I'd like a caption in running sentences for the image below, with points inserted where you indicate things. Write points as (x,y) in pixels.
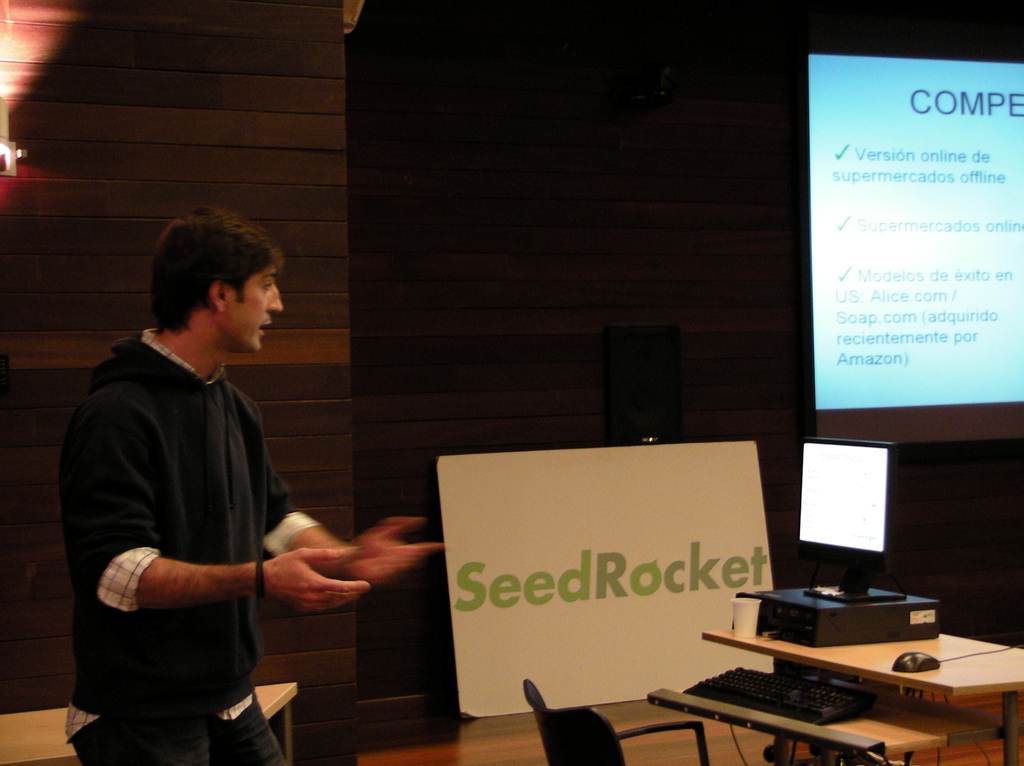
In this image, we can see a person (207,599) is standing. Background (487,425) we can see wall (436,349). On the right side of the image (854,308), there is a screen (973,395), monitor (829,499), box (803,601), table (813,729), keyboard (822,706), mouse (916,666) and board (652,638). At the bottom (491,736), of the image, we can see chair (580,745), surface (490,743) and table (5,760). Here we can see black objects (633,433).
